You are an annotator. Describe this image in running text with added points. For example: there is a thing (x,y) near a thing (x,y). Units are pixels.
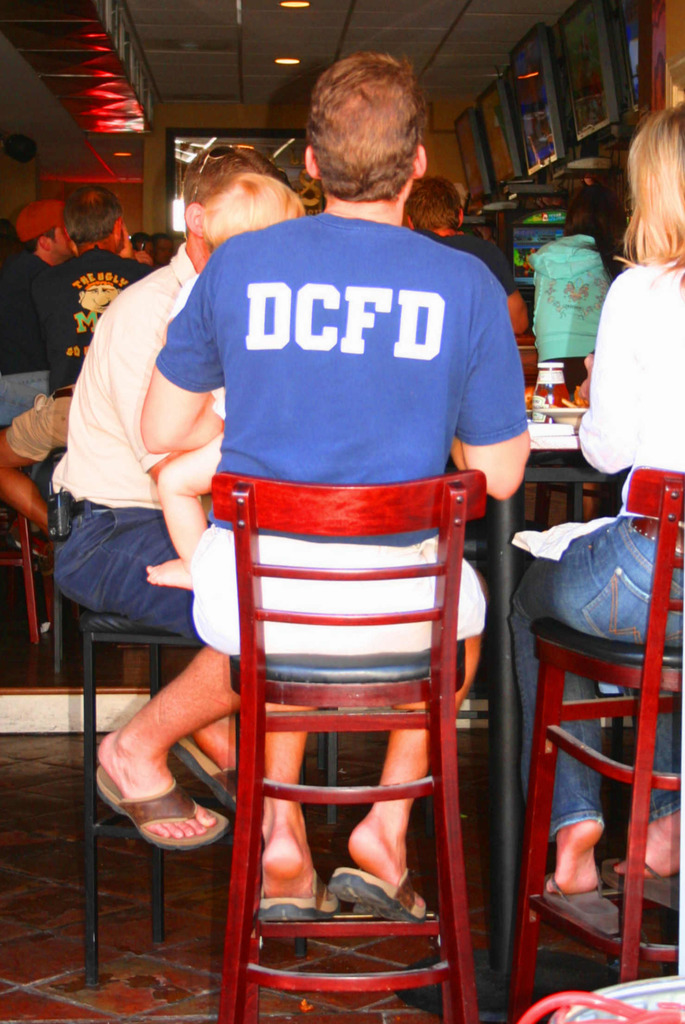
In the image we can see there are people (298,320) who are sitting on chair (646,663) and in front there is a table (545,419) on which there is a sauce bottle (550,388) and there are lot of people (83,250) in the room (119,166) who are sitting on chair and there are tv screens (529,101) over here.
